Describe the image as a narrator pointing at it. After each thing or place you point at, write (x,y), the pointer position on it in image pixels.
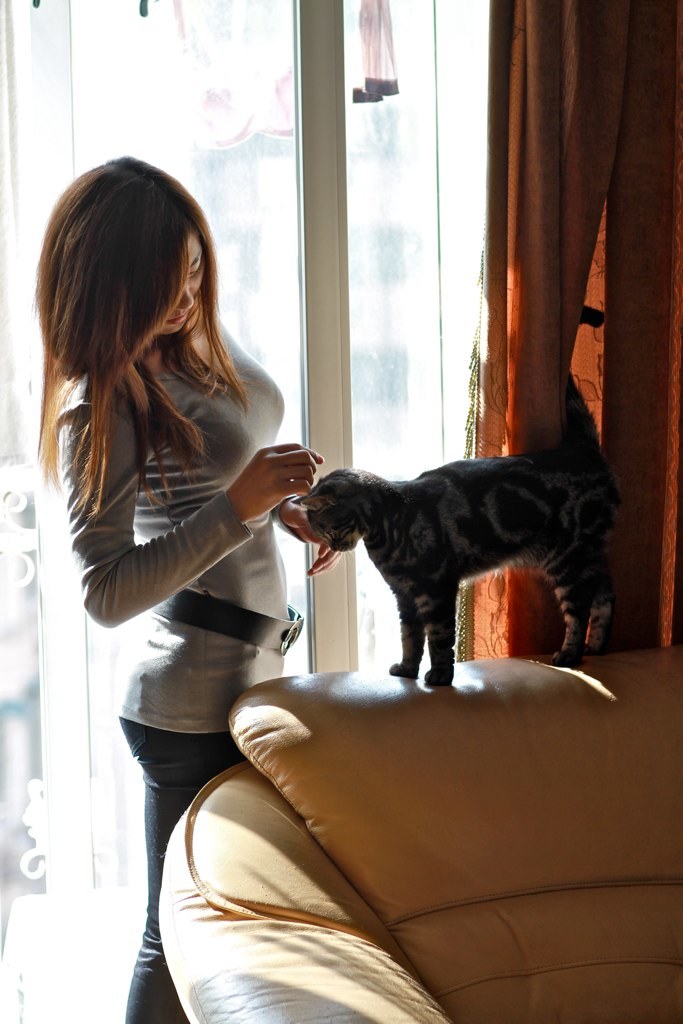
In this image I see a woman (170,1011) and a cat (423,578) near her and it is on the couch (367,676). In the background (671,435) I see the window (388,140) and the curtain (659,645).
